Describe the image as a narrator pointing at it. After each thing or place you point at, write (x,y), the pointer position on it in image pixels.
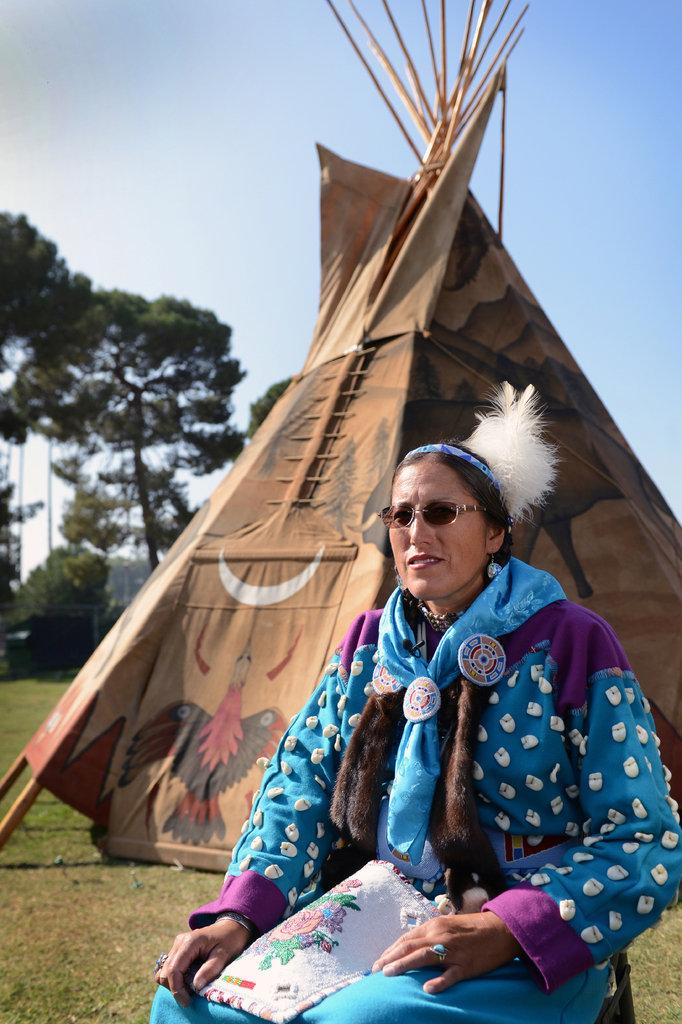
There is a woman (479,778) sitting in front of a tent (406,406) and she is wearing blue dress (347,711) and goggles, behind the tent (306,426) there are many trees (84,351).
